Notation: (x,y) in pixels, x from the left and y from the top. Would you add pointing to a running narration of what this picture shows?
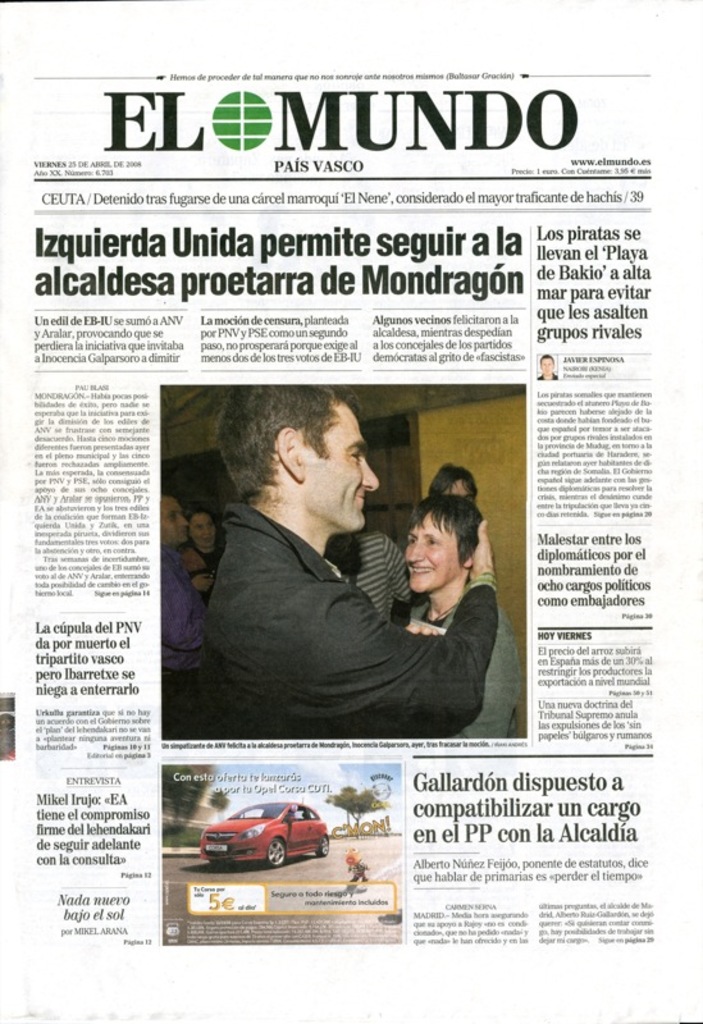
This image consists of a paper (370,659) with a few images (308,537) of men (315,608), women (418,551) and a car (301,827) and there is a text (113,294) on the paper (544,128).
